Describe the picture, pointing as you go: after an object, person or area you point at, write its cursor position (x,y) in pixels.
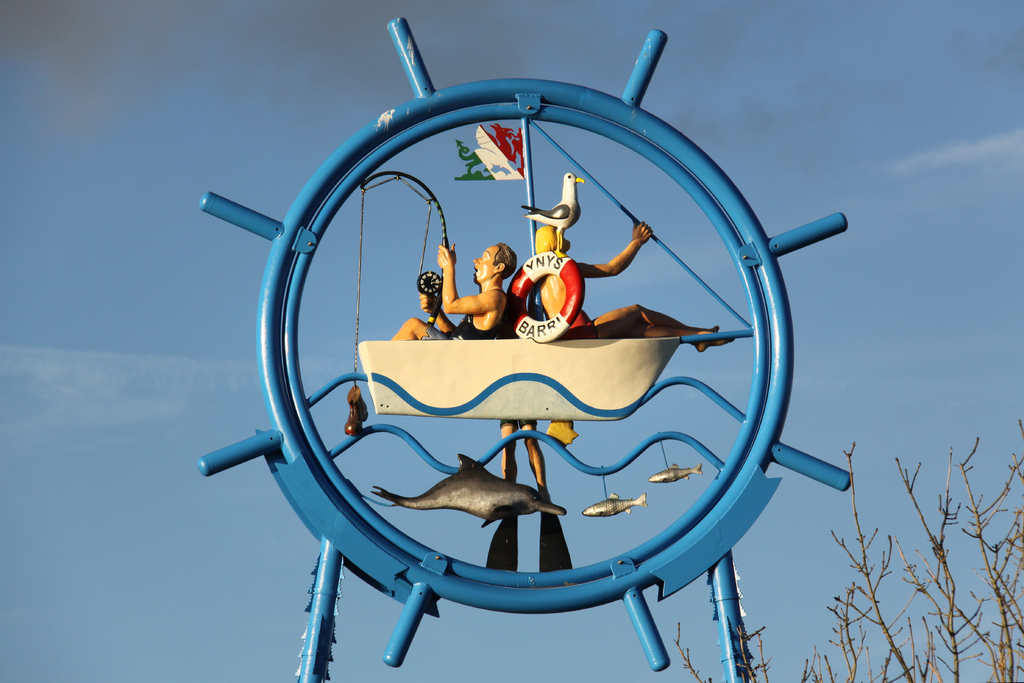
In this image I can see the blue color iron object (511,96). I can see statues (498,279) of few people (498,279), few animals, tube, bird (565,178) and few objects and they are attached to the blue color iron objects (521,114). The sky (557,486) is in blue and white color and I can see dry trees (1007,633).
